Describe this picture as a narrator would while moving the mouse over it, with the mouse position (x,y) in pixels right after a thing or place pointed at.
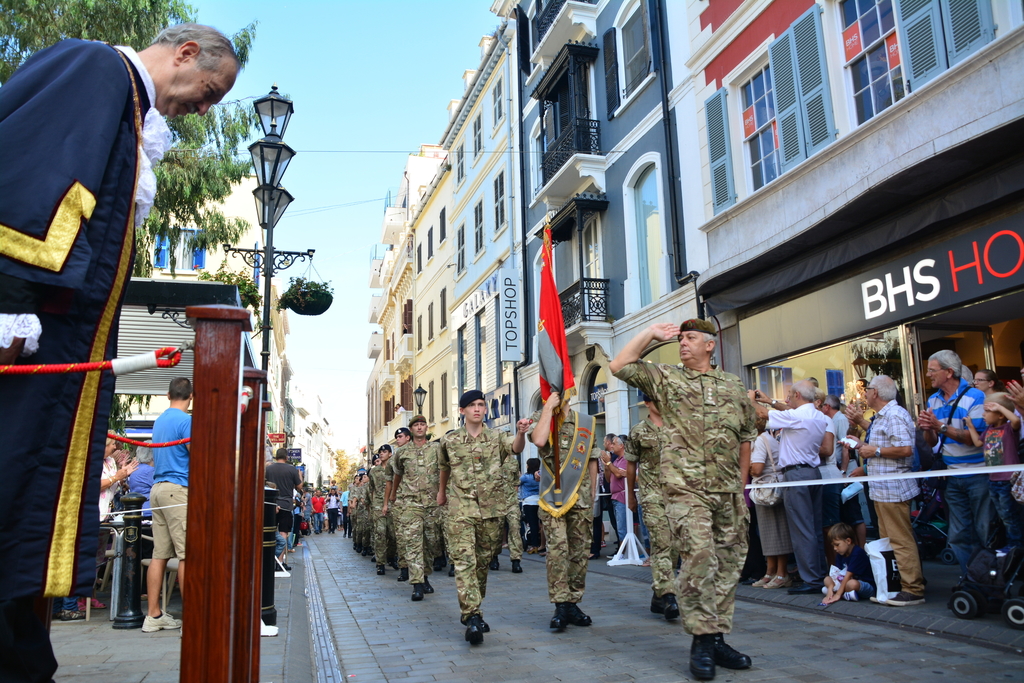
In this image few persons (484,487) wearing uniform (402,481) and cap (411,419) are walking on the floor (621,638). A person (552,499) is holding the flag (558,381). Right side (1007,445) few persons (946,443) are standing on the pavement (940,604). There is a baby trolley (984,589). A boy (853,581) is sitting on the pavement (857,608). Left side (148,492) few persons (143,480) are standing on the pavement (79,627). There is fence (222,369). There is a street light (300,251) having a pot (304,303) hanging to it. Pot (324,302) is having few plants (309,291) in it. Left side (48,76) there is a person (54,57), behind him there is a tree (194,204). Background there are few buildings (197,229). Top of the image (377,63) there is sky (343,87).
